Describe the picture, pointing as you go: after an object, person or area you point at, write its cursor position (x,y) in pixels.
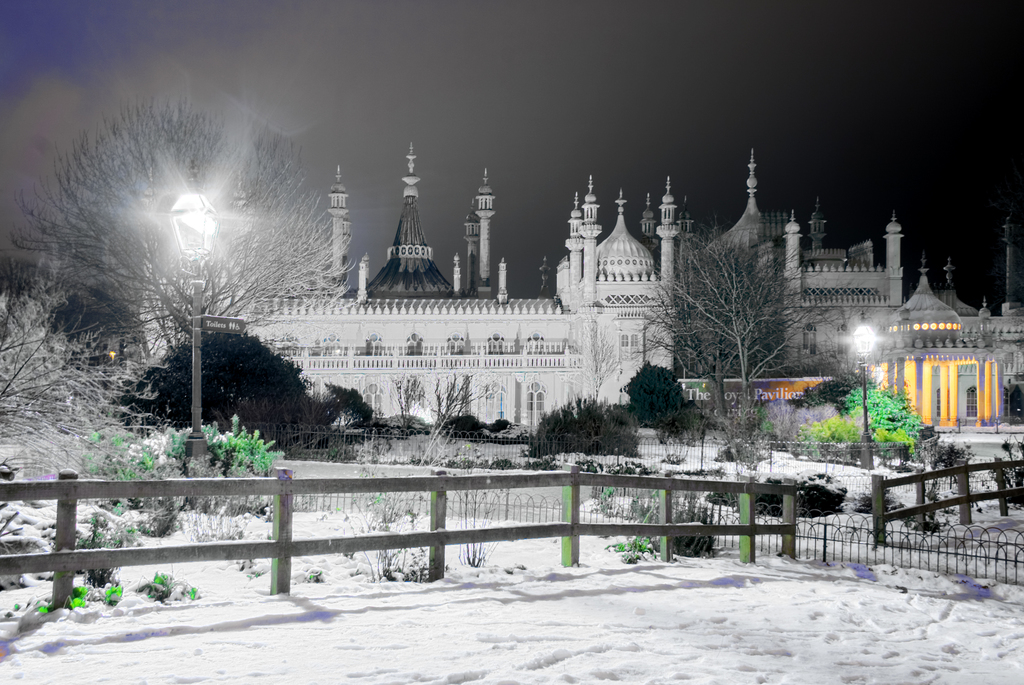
In this picture we can see snow (615,596) at the bottom (570,606), in the background (517,398) there is a building (506,270), we can see some trees (153,364), fencing (793,521), poles (863,394), lights (858,345) and plants (874,417) in the middle (490,438), there is the sky (598,82) at the top of the picture (525,75).
